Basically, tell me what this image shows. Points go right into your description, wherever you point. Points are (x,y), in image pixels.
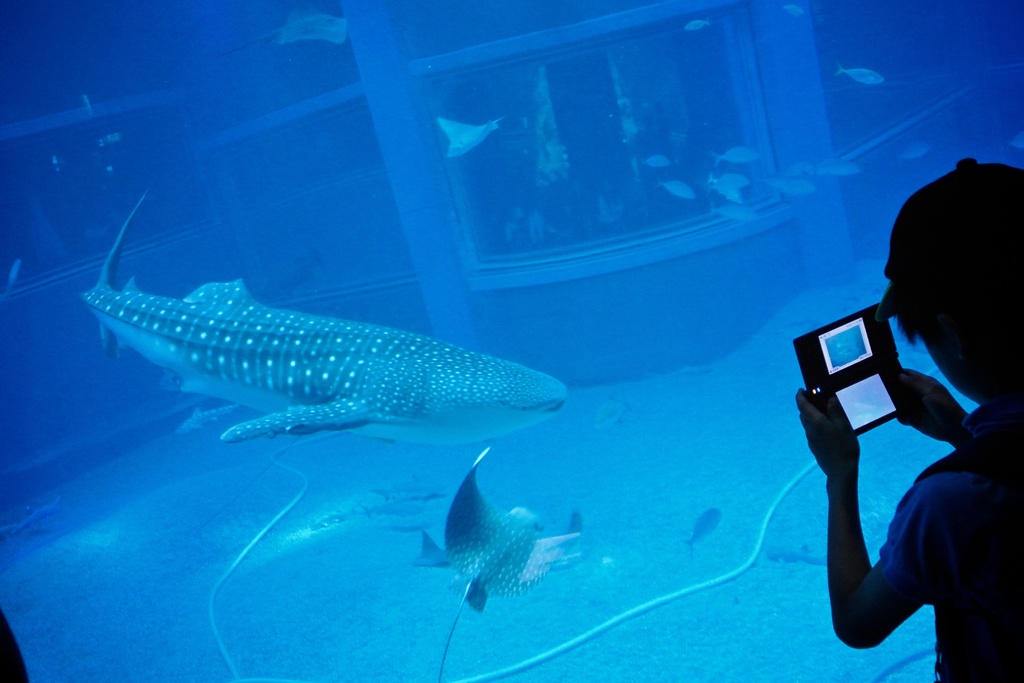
In this image I can see an aquatic animals (184,319) in the water (322,560). To the right (933,531) I can see the person (955,516) wearing the dress (951,480) and cap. The person (970,480) is holding the camera (855,413).
